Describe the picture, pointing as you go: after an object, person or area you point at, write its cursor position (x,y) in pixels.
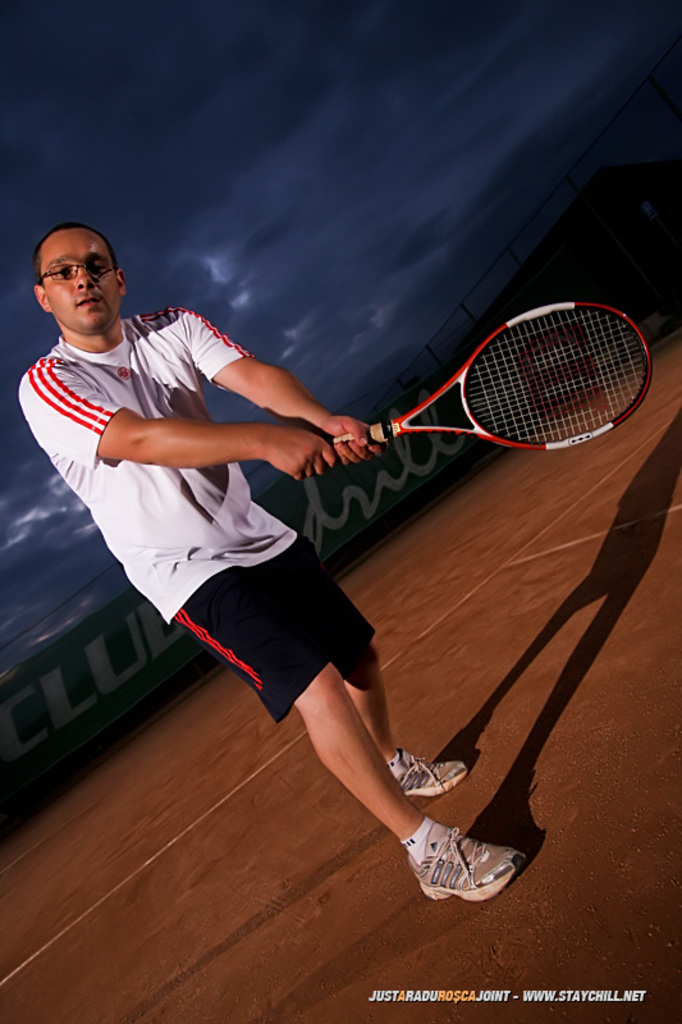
In this image I can see a man (326,457) is standing and holding a racket (482,436). In the background (266,219) I can see cloudy sky (273,200).
